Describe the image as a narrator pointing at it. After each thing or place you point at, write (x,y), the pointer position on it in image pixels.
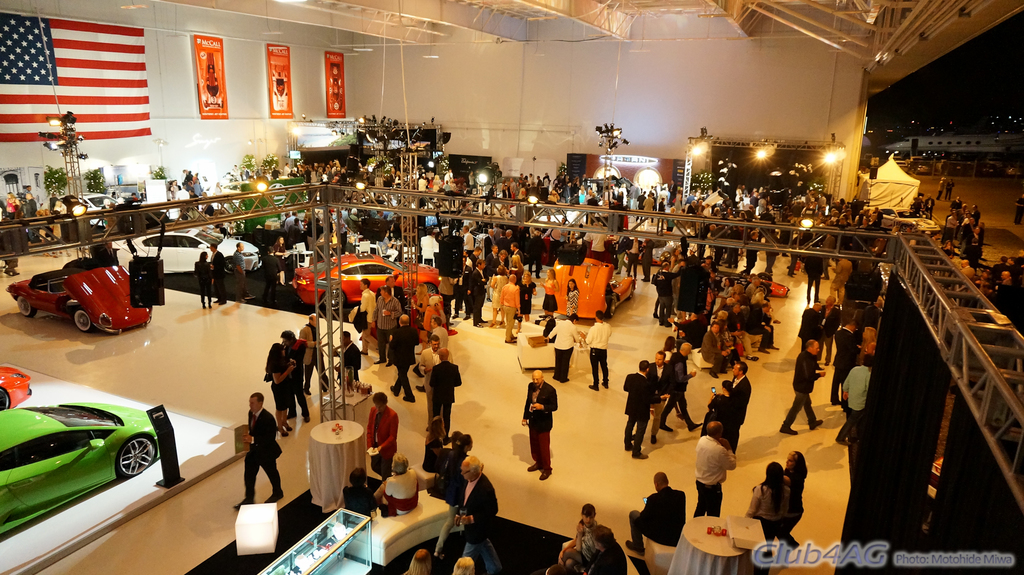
In the foreground (316,353), I can see vehicles (105,452), tables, sofa chairs (425,519), metal objects (952,277) and a crowd (575,309) on the floor (468,338). In the background (746,97), I can see posters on a wall (349,112), flag (19,25), lights (420,129) and a rooftop (591,3). On the right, I can see an aircraft (978,148) on the road (999,198). This picture might be taken in a hall (415,396).
